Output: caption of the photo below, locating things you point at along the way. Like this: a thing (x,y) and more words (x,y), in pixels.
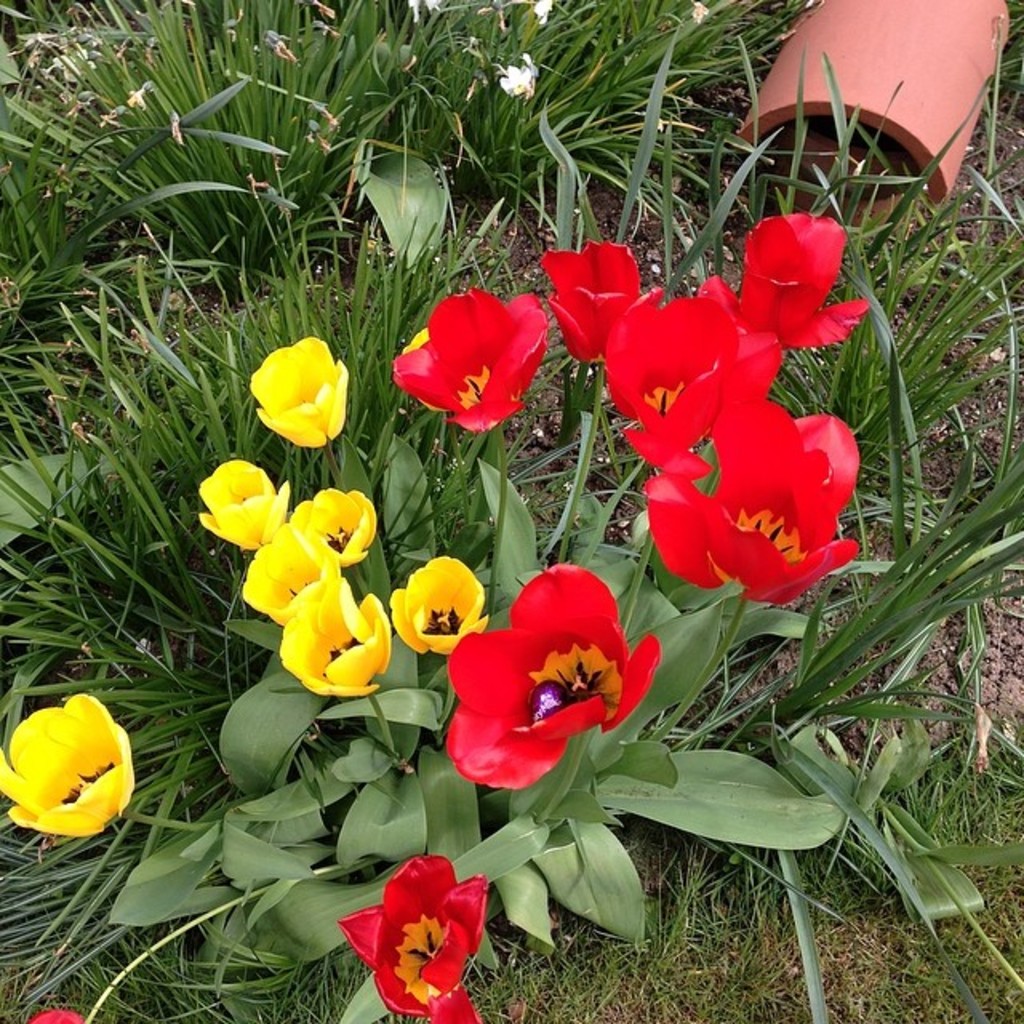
In this image we can see a flowers (535,629) and plants (276,204).
